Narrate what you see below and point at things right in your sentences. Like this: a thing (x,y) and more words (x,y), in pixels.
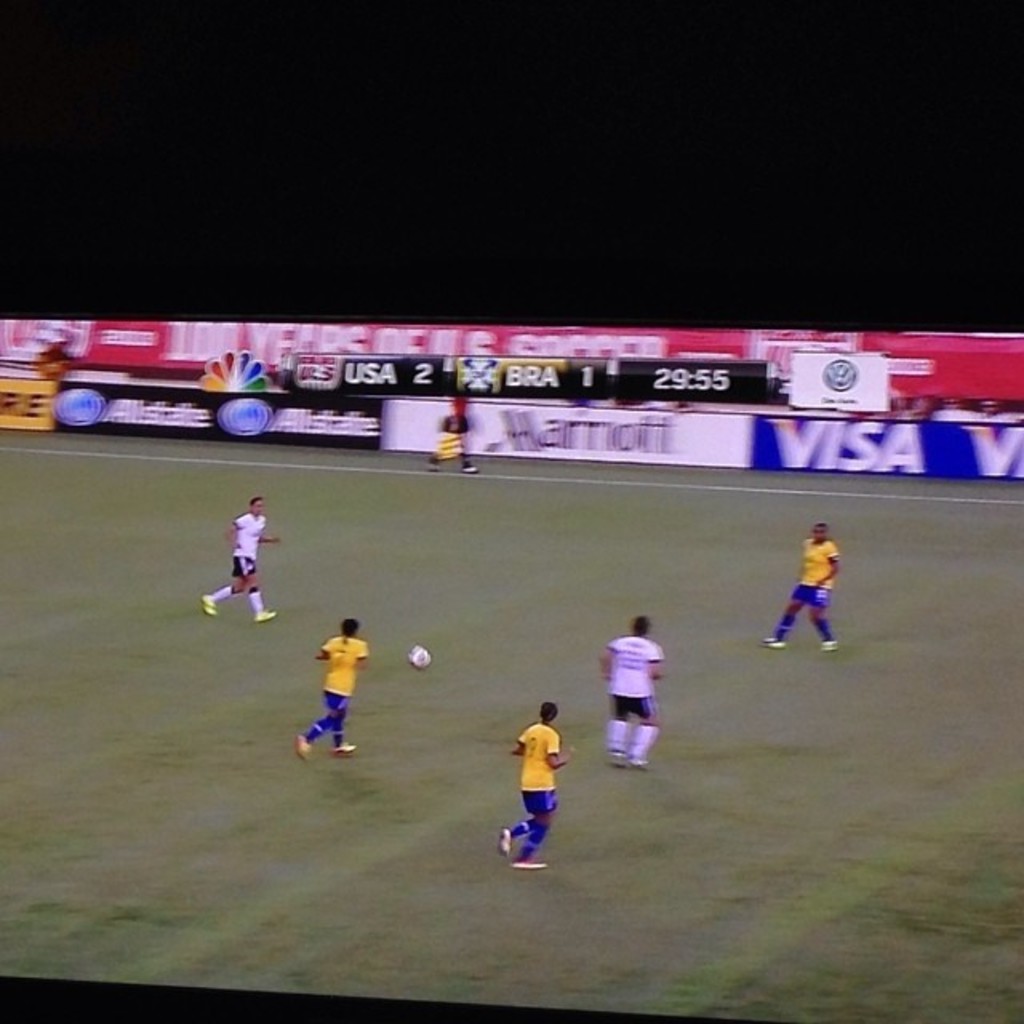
This is a playing ground (717,636). Here I can see five men (828,578) are wearing t-shirts (351,680), shorts (237,568) and playing the football. The ball (415,657) is placed on the ground (457,675). In the background (457,409), I can see a person (453,428) is walking. At the back (576,375) there is a board (409,347).
